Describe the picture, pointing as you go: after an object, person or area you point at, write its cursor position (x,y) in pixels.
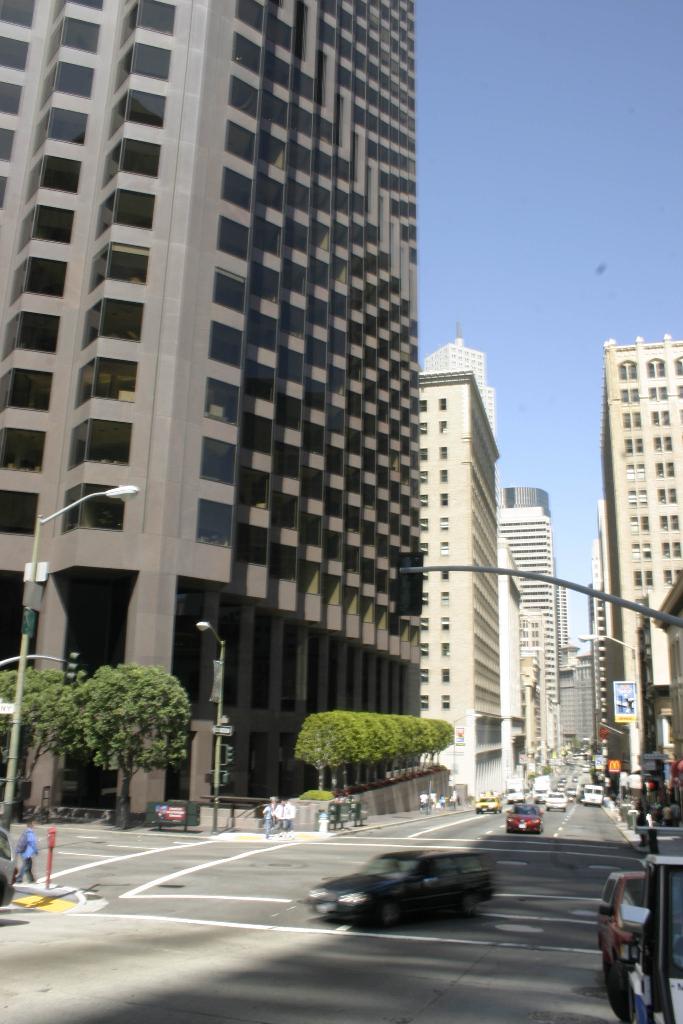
In this image there is a road (513,851), on that road (547,834) vehicles (359,880) are moving, on either side of the road (484,820) there are buildings (535,655), on the left side (106,742) there are trees (342,751) and there are pole (9,815), in the background (556,216) there is a sky (566,253).
